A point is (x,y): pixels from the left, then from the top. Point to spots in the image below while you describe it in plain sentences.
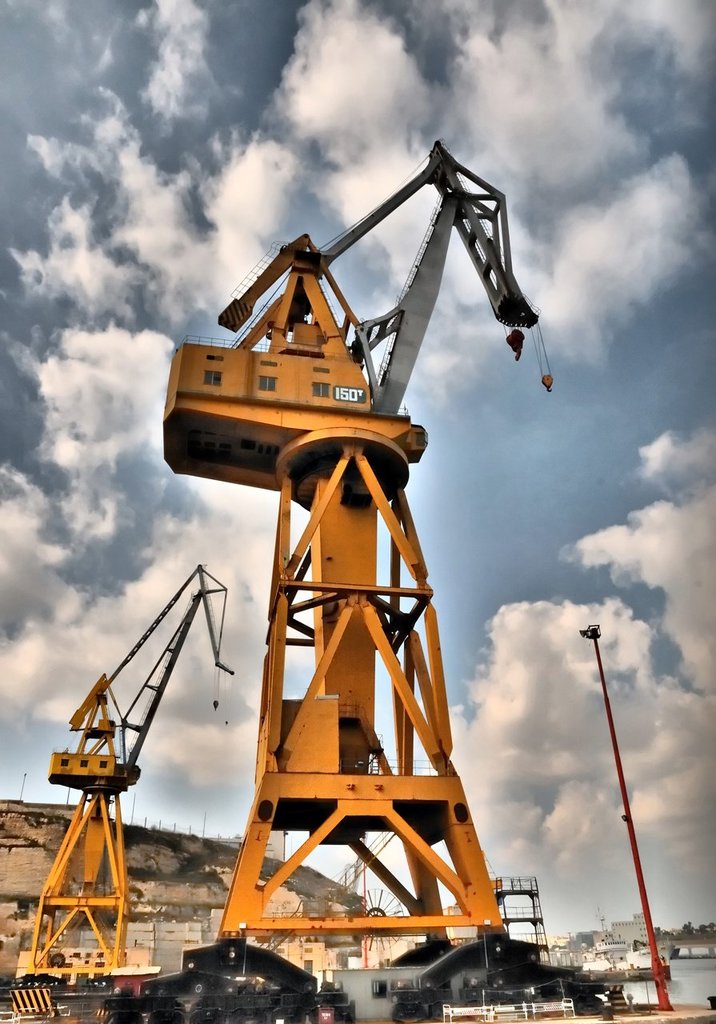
It is a construction area (289,741), there are giant cranes (258,827) and many other equipment (472,967) around that cranes (187,957) and in background (36,843) there is a mountain (217,865) and beside the mountain (333,892) there are many houses (645,936) and there is a tall pole (639,887) in front of one of the crane (342,722).
